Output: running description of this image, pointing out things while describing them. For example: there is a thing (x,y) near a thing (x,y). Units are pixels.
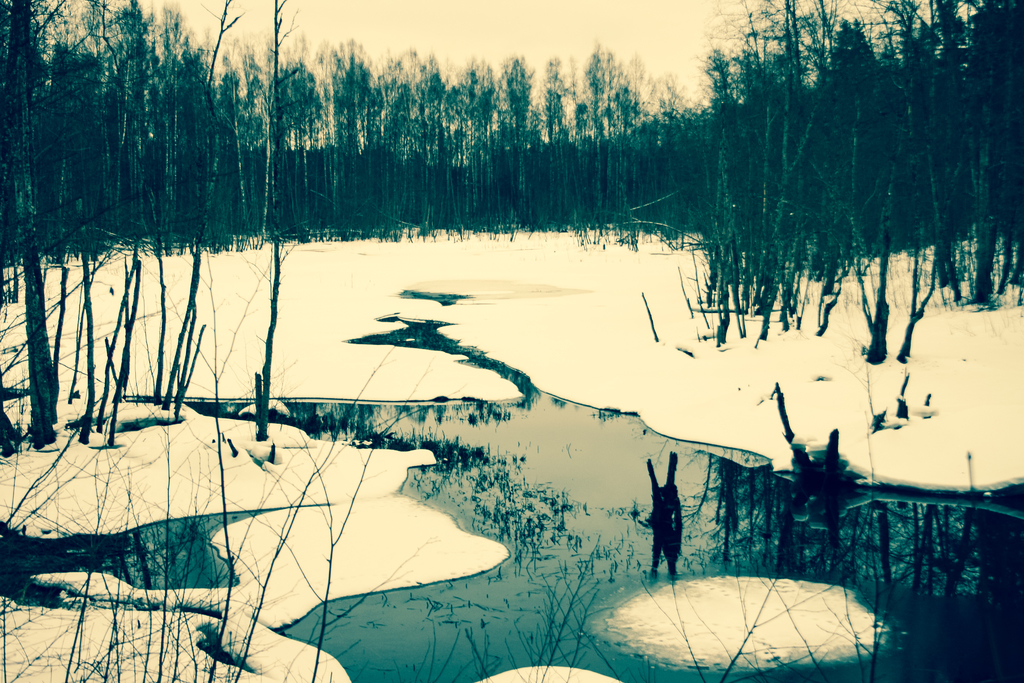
In this image I can see the snow (384,529) and the water (540,506) on the ground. I can see few trees (315,199) and in the background (683,68) I can see the sky (509,55).
